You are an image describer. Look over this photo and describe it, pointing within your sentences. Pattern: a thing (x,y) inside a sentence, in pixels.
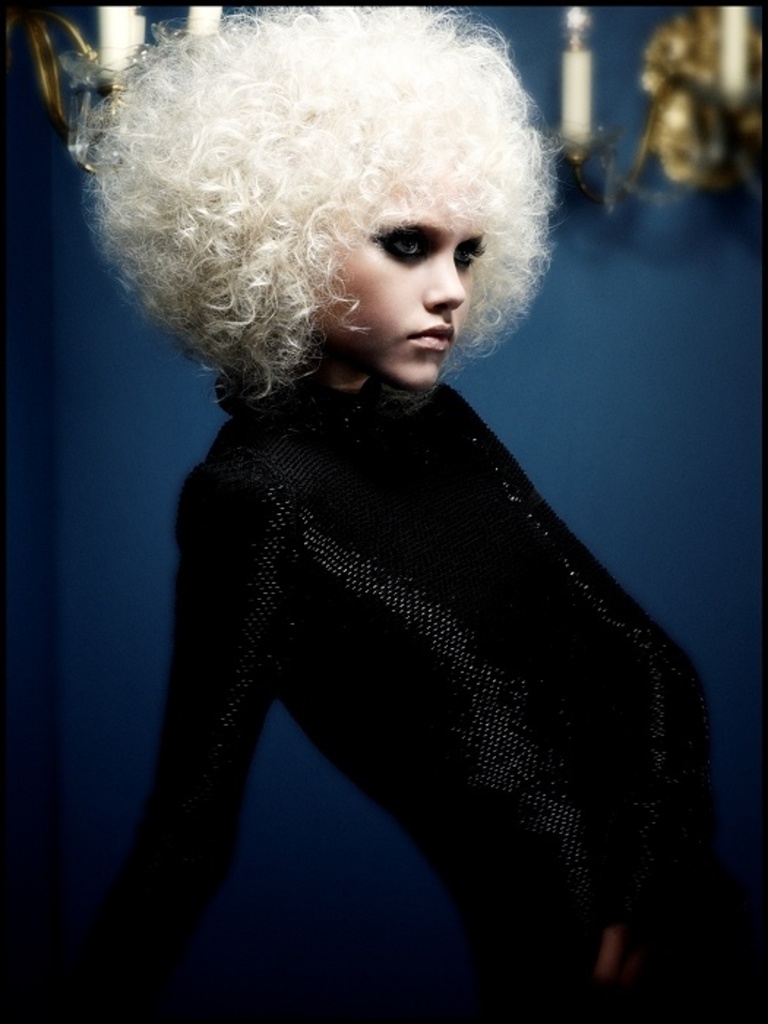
The girl (232,603) in this picture is wearing a black dress (345,662). Behind her, we see a wall (38,316) in blue color and we even see something in white color. At the bottom of the picture (152,1023), it is black in color.
